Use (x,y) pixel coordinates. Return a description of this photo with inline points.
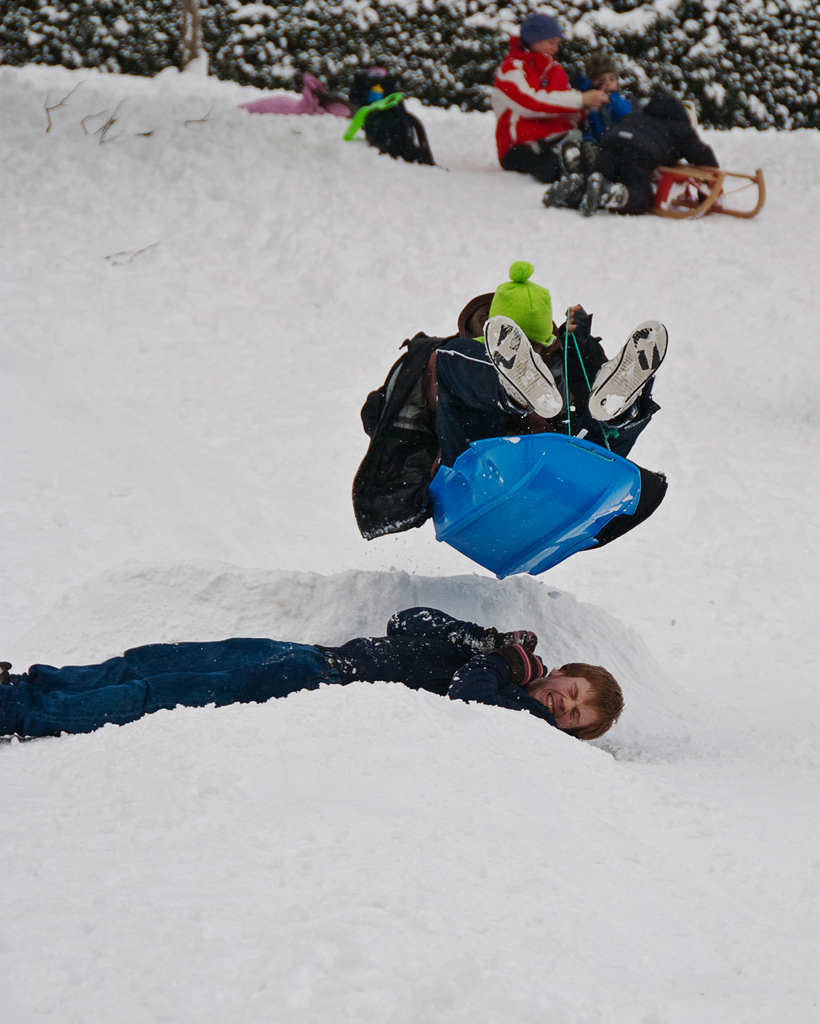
In the image we can see there are people (527,693), lying, jumping and sitting, they are wearing snow clothes (525,409). Everywhere there is snow (35,556), white in color and here we can see leaves (449,55).
